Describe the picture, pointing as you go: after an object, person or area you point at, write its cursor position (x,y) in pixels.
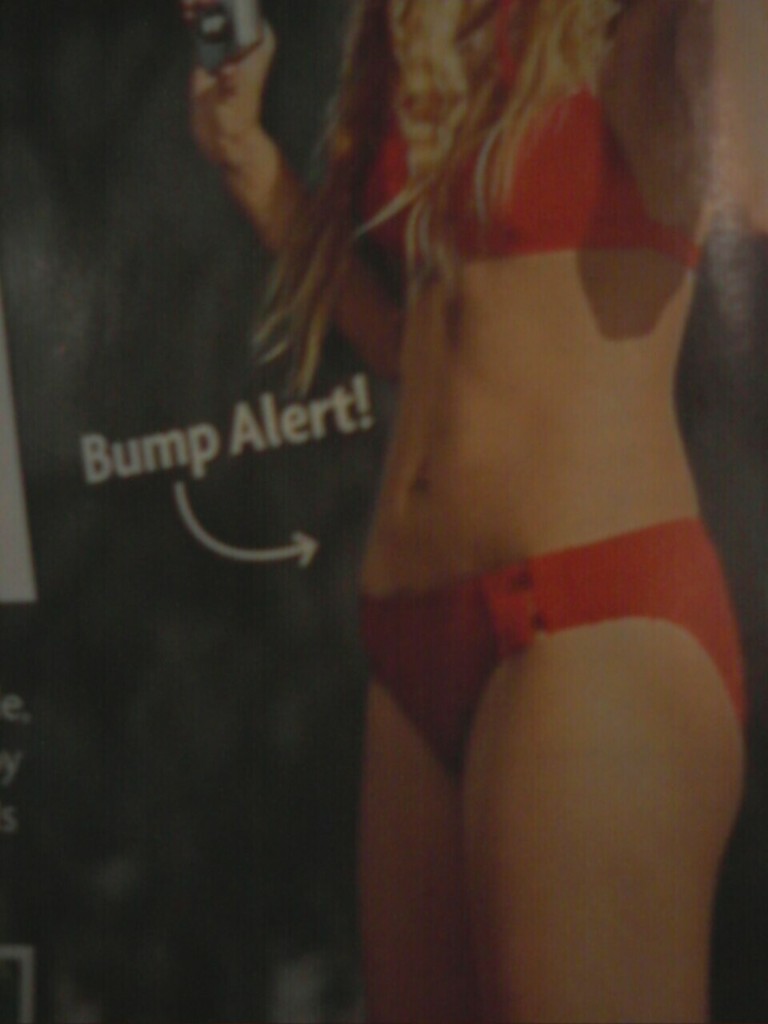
In the image I can see a woman (542,485) is wearing bikini (573,223) which is red in color. I can also see something written over here in white color.
